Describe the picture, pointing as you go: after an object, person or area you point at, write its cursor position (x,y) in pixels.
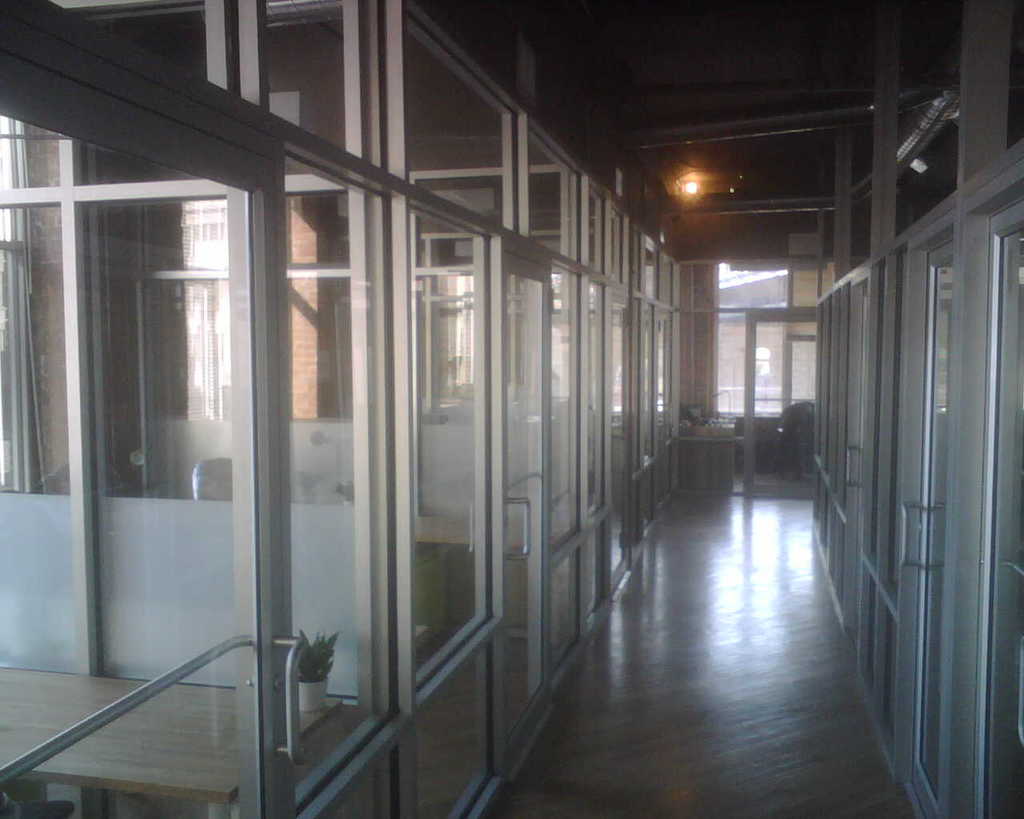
This is an inside view of an building (416,337), where there are cabins (452,404) with glass doors (1008,507), plant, tables (124,730), frosted glass (233,674).
